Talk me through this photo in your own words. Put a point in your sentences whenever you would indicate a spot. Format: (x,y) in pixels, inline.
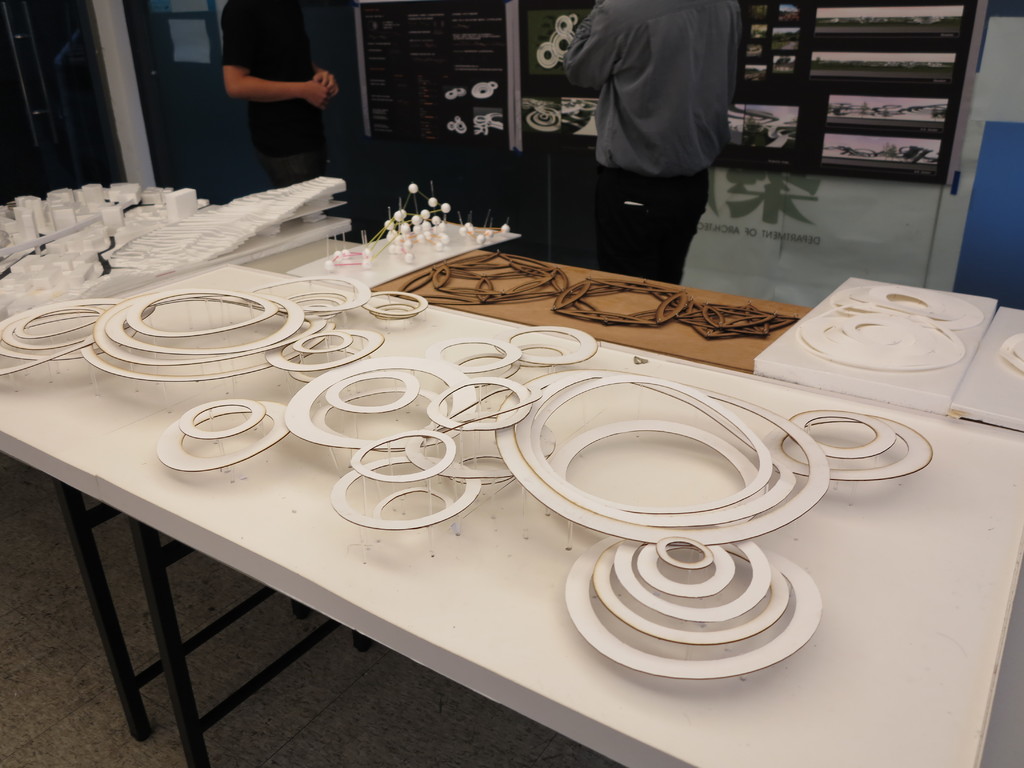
This image is clicked in a room (282,753). There are tables (619,362) and there are two persons (662,156) near the table (615,403). There are some cardboard cuttings (431,361) around the table (785,550).
